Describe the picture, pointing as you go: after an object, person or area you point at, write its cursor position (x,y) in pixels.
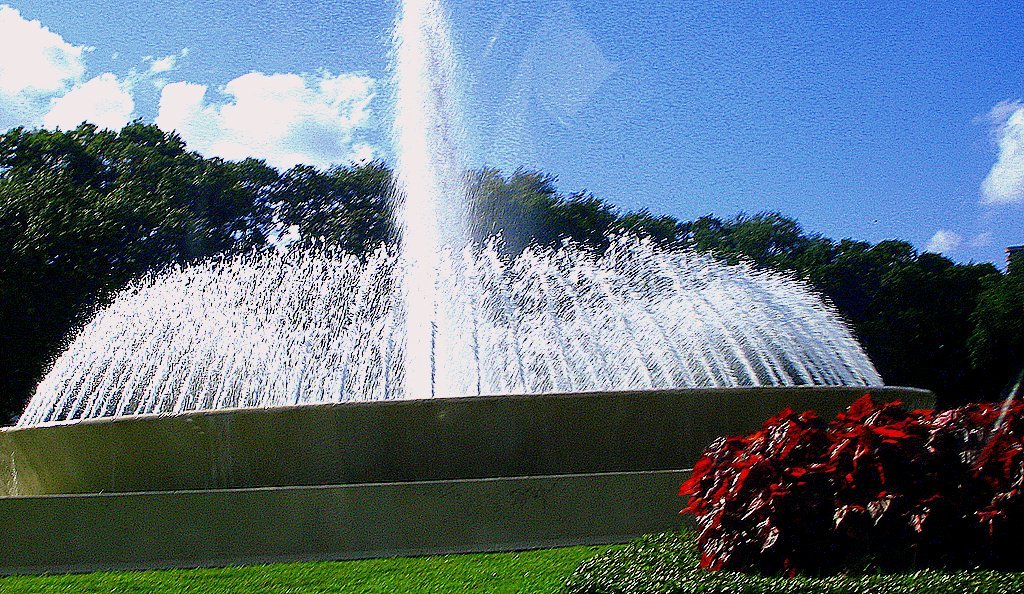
There are plants (739,460) and grassland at the bottom side of the image (726,472), there is a fountain (532,399) in the center (455,314). There are trees (371,231) and the sky (254,115) in the background (250,216).
